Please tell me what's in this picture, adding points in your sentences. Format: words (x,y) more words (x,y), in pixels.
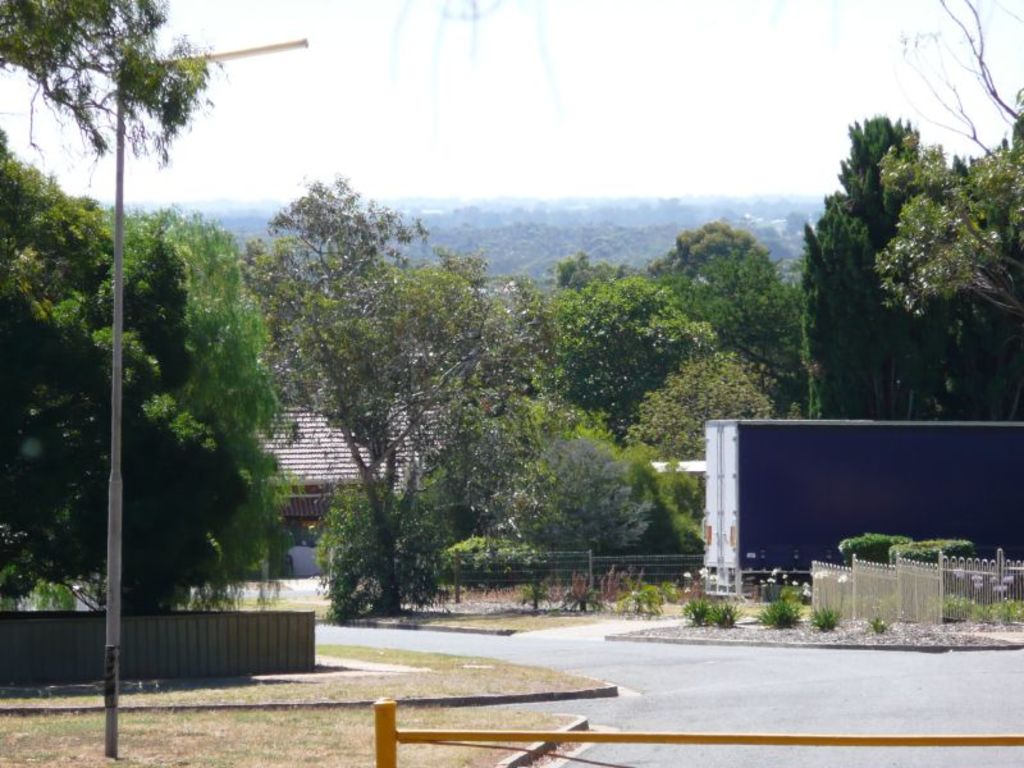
In the picture we can see a road (940,716) and near to it, we can see some grass paths (473,749) and on it we can see a pole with light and besides, we can see some plants (688,614), trees (696,514) and behind it also we can see a truck (720,427) with a blue color box (786,431) and in the background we can see hills (552,262) and sky (451,110).
